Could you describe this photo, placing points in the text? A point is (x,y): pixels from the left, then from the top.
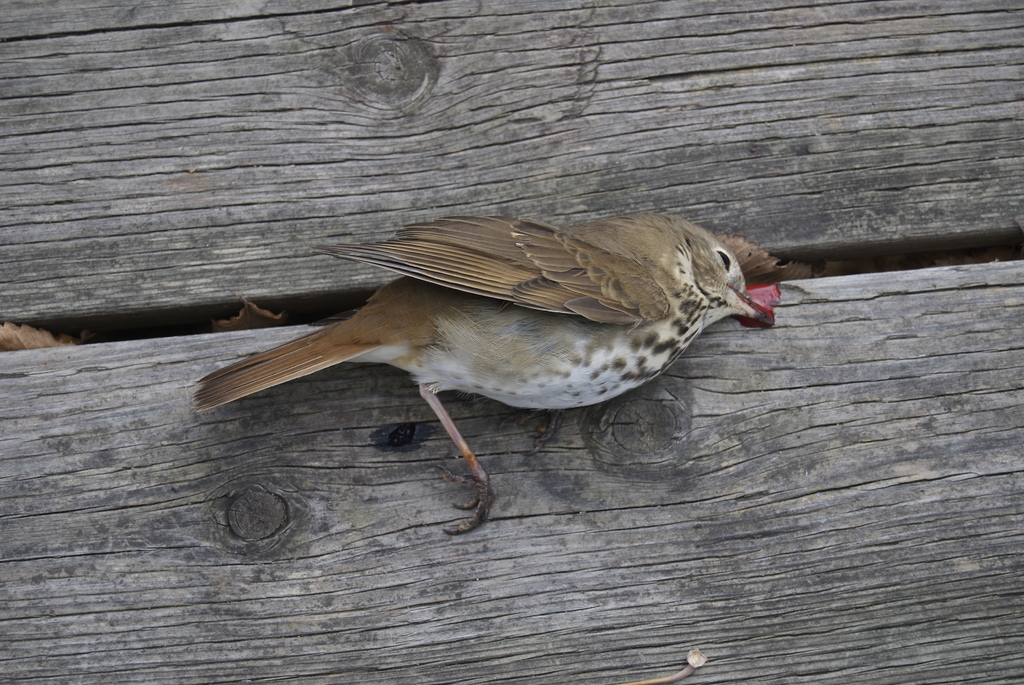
In the image we can see a bird (609,344) on the wooden surface (726,77).
